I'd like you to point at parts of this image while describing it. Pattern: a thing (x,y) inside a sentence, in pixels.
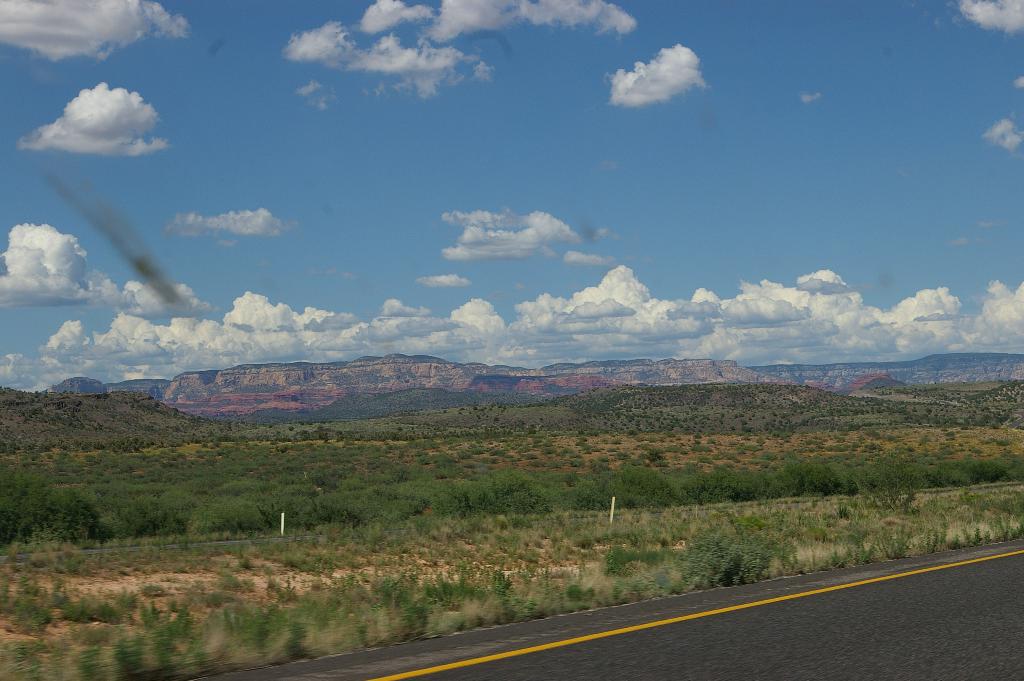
This image is clicked outside. There are hills (849,364) in the middle (409,387). There is sky (591,195) at the top (591,195). There are bushes (401,456) and trees (596,479) in the middle (486,419).
